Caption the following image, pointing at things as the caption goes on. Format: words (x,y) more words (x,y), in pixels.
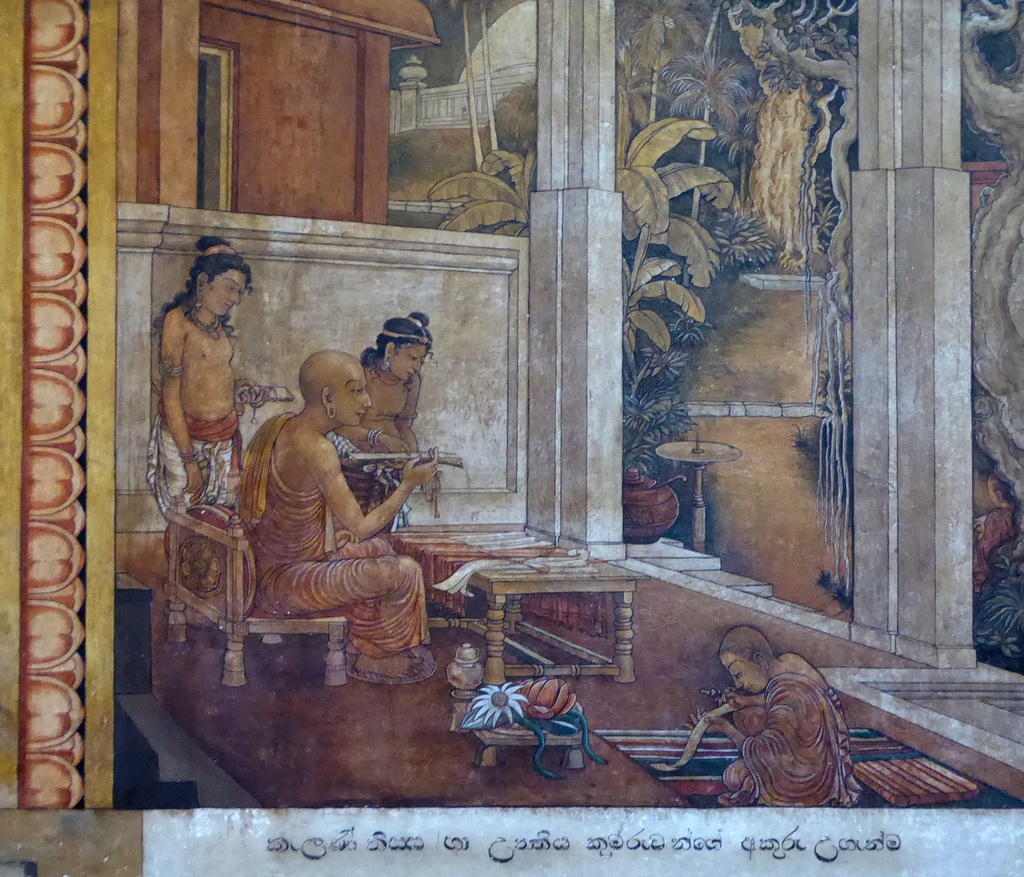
In this picture I can see painting (296,344) on the board (312,345) or on the wall (653,331), there are four people (200,376), there are trees (640,387) and some other objects (531,460) in the painting (419,672), there are some words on the wall (680,818) or on the board (680,818).
